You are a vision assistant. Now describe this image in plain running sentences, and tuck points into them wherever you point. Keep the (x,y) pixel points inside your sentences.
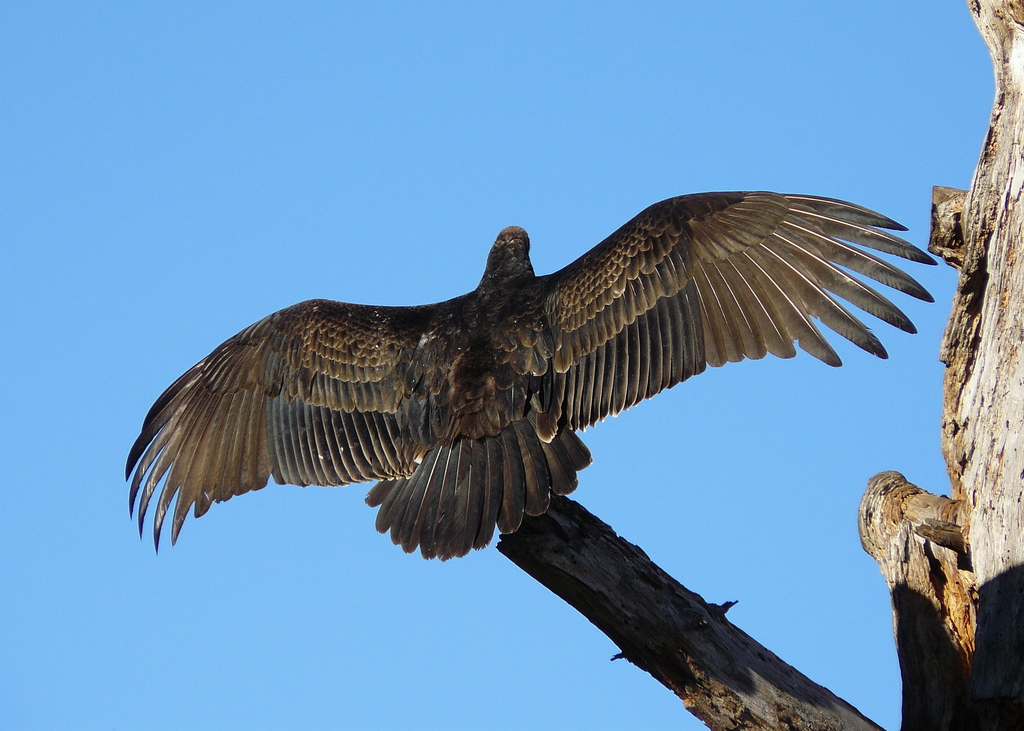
There is a bird (223,388) in the foreground (475,322) on a wooden pole (555,503), it seems like a wooden wall (970,368) on the right side (986,494) and there is sky (771,512) in the background (468,284).
